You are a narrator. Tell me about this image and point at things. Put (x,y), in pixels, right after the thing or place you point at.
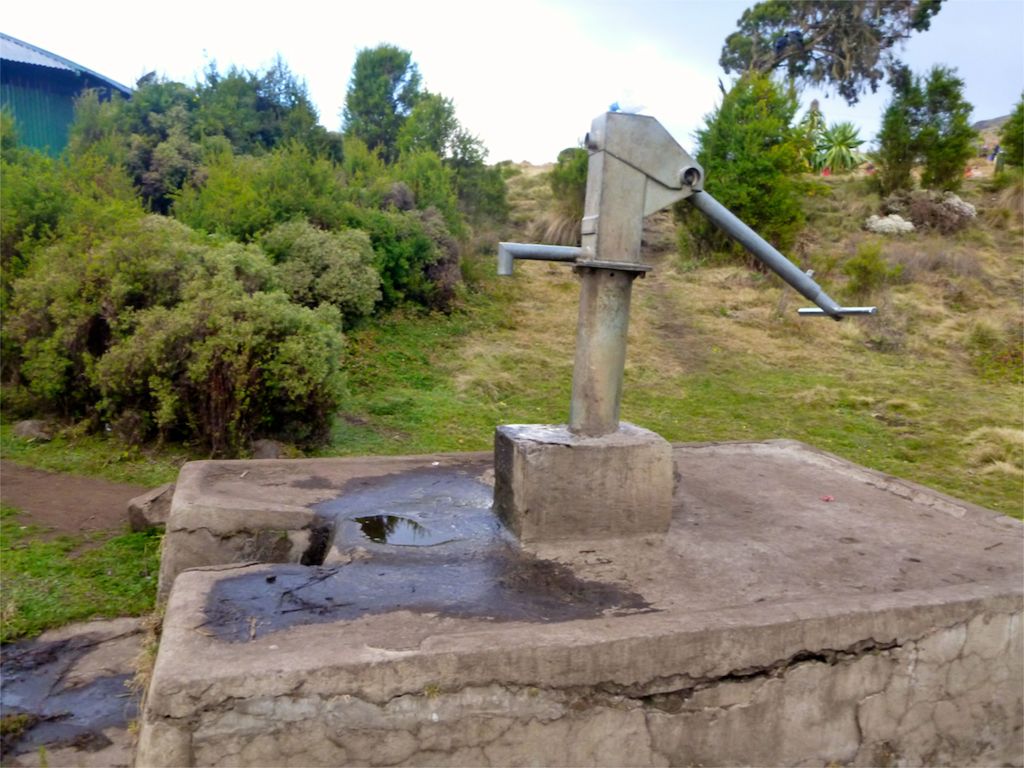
In this image, I can see a hand pump (825,311), trees (771,154) and plants (104,168). On the left corner of the image (26,110), It looks like a shed (50,103). In the background (49,39), there is the sky (668,79).
